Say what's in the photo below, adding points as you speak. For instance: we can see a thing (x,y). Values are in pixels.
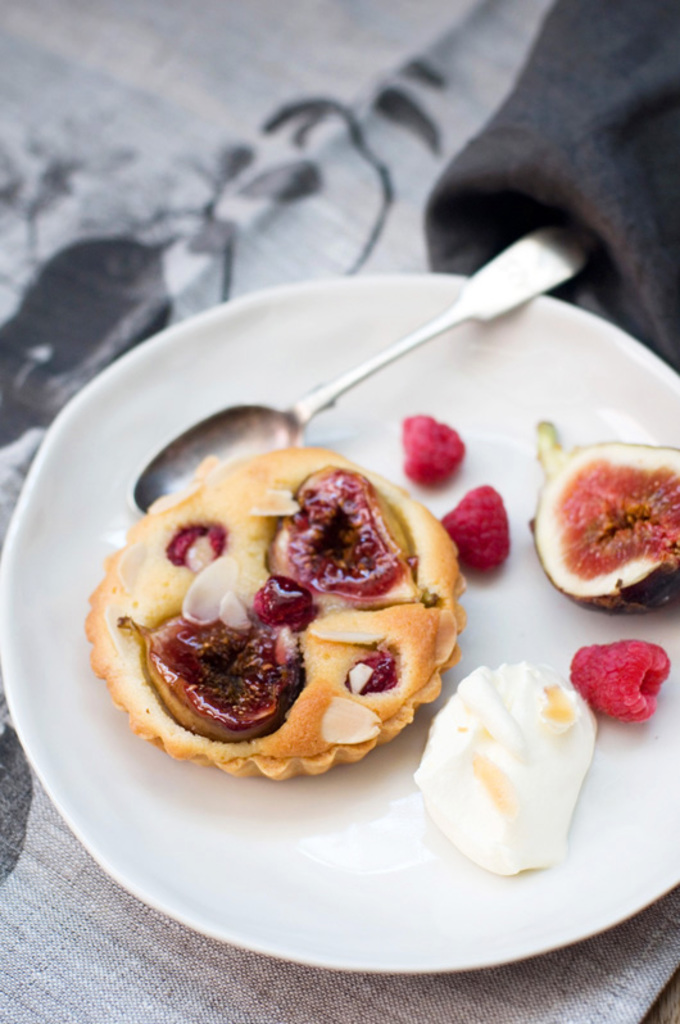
In this picture we can see food (179,521), fruits (592,566) and a spoon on a white plate (213,409) kept on the grey table cloth (158,135).
